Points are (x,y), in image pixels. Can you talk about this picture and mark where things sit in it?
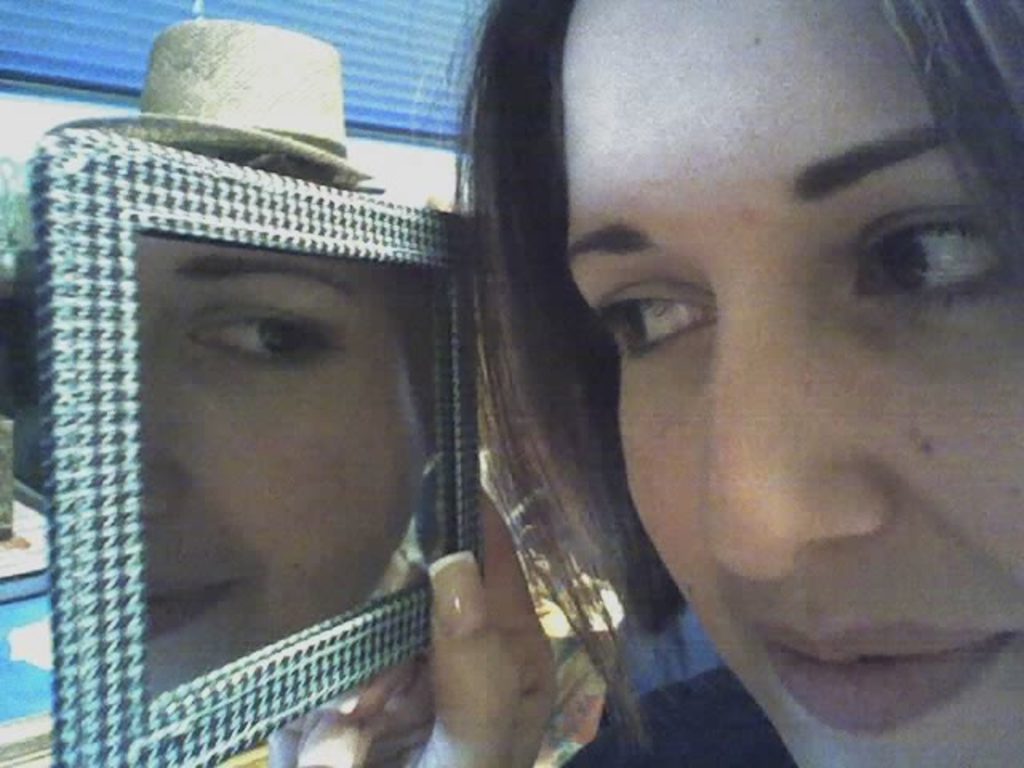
In this image there is a person (826,44) holding a mirror (452,533) and peeping into it, and in the background (313,42) there is a hat (274,138) and a window shutter (92,35).
